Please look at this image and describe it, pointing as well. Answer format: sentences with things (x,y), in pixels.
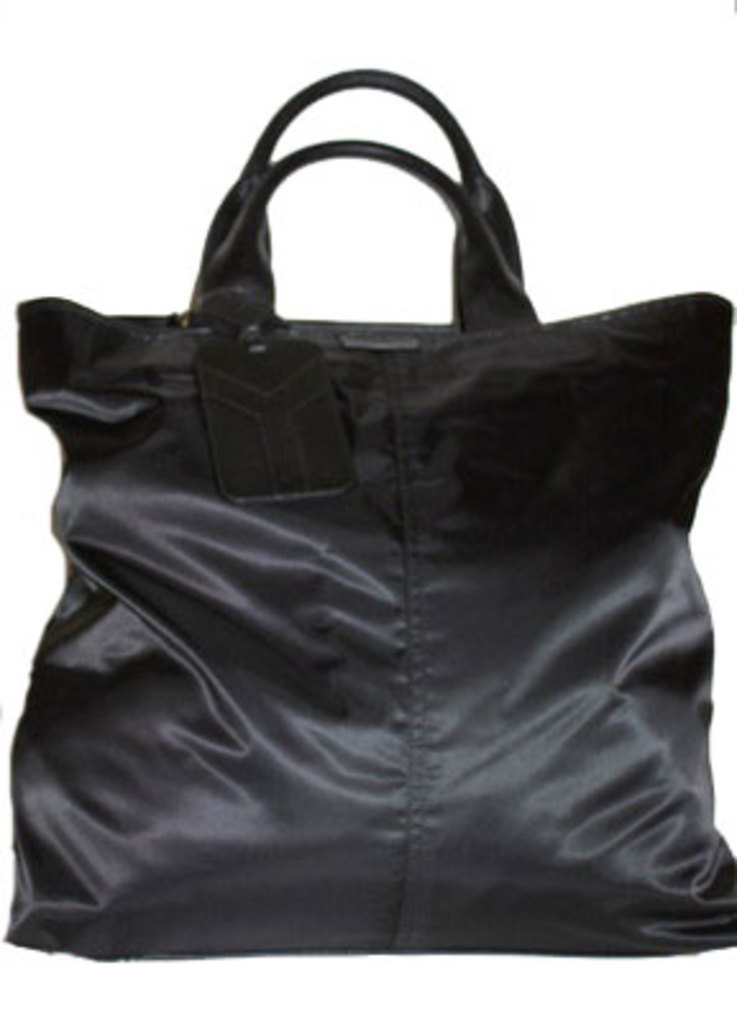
In this picture there is a bag (546,434) made of fabric (359,564) and holder (514,306) is given to it
